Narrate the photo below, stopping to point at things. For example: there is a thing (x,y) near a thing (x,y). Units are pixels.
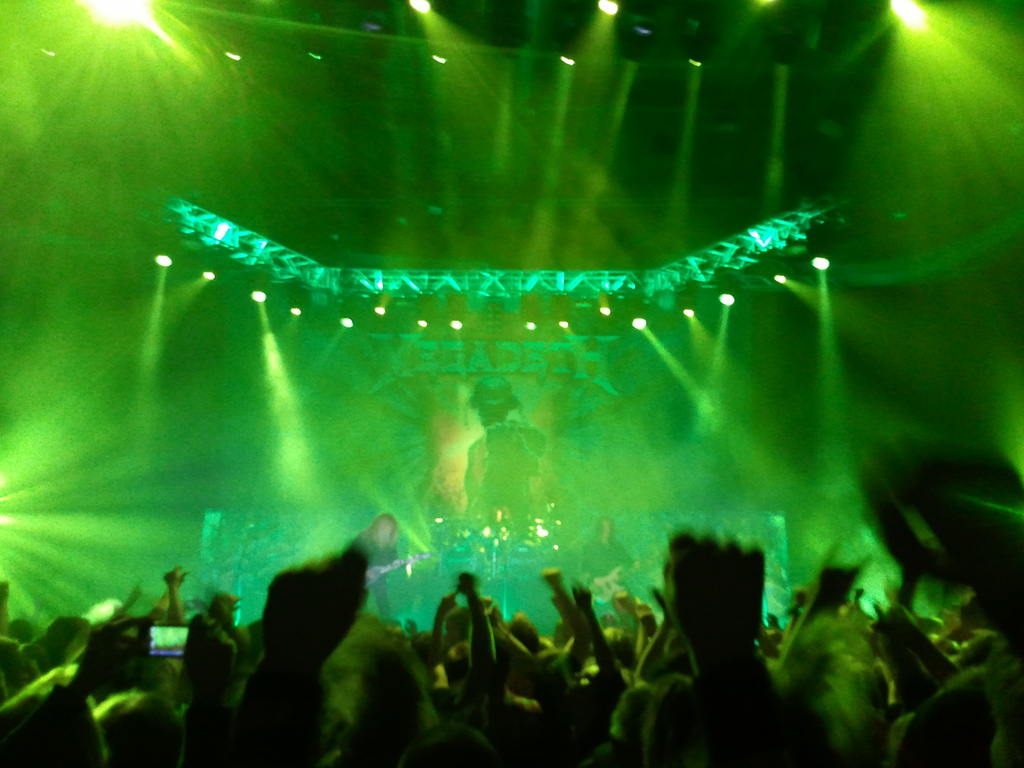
In this image there are few people (561,653) dancing, in front of them there are two persons (372,549) playing musical instruments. In the background (682,369) there are few spot lights (262,307).
